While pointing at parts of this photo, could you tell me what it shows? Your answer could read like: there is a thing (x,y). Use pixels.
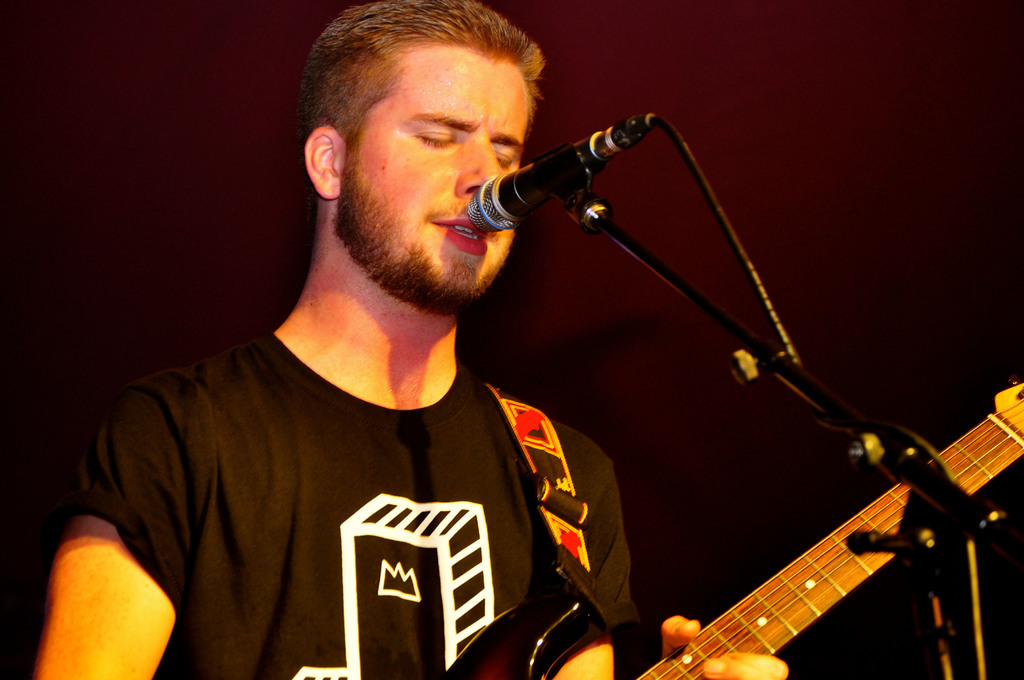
In this picture we can see a man (136,634) who is singing on the mike (502,193) and he is playing guitar (765,627).
